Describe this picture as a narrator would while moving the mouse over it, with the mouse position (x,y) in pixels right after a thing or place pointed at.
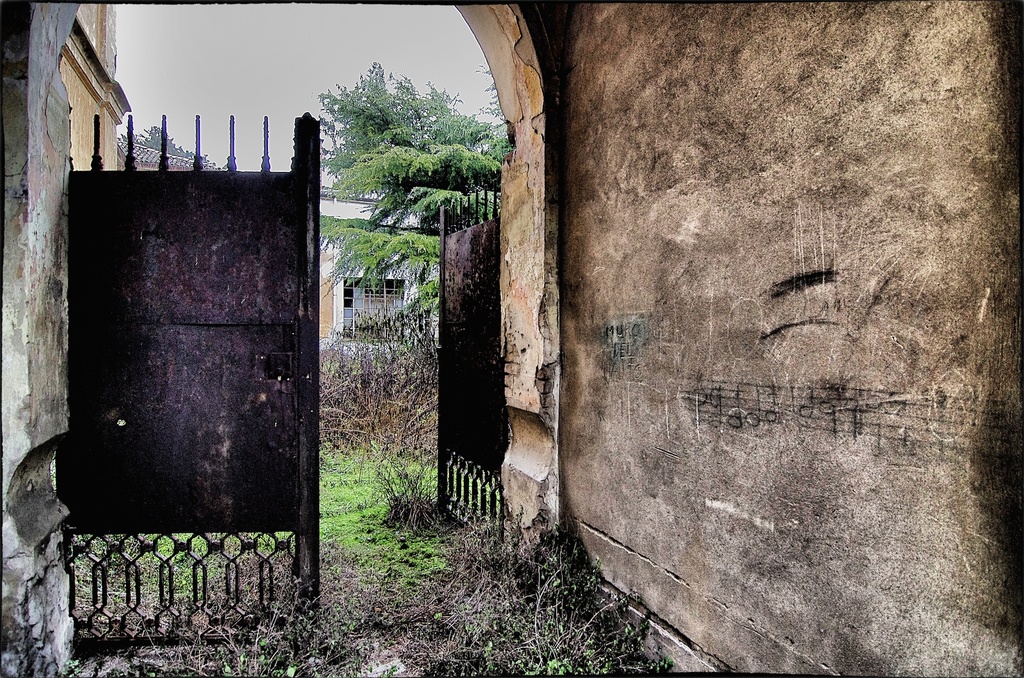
In this image we can see a gate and the walls (847,309). We can also see some plants (432,529), grass (378,504), trees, a building (369,302) with windows (351,314) and the sky (255,91) which looks cloudy.
